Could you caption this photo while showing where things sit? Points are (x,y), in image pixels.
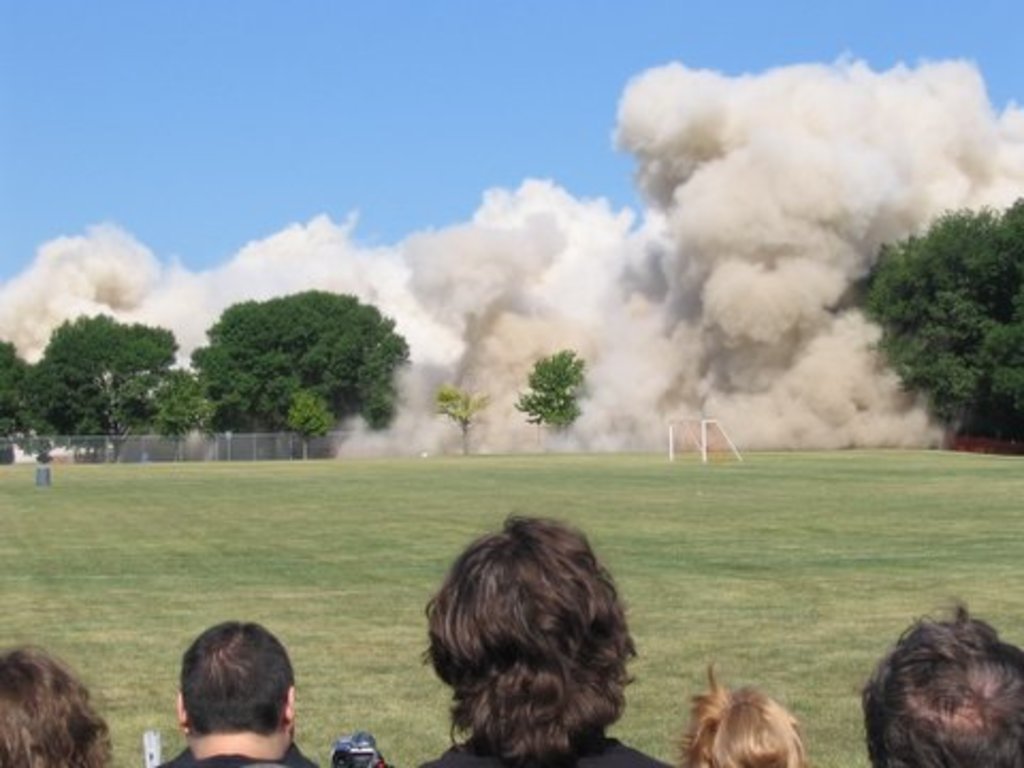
In this image, we can see people (491,642) and in there are objects (348,741). In the background (245,404), there is a fence (193,442), stand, trees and we can see smoke (679,219). At the bottom (731,540), there is ground (739,528) and at the top (368,106), there is sky (310,105).
